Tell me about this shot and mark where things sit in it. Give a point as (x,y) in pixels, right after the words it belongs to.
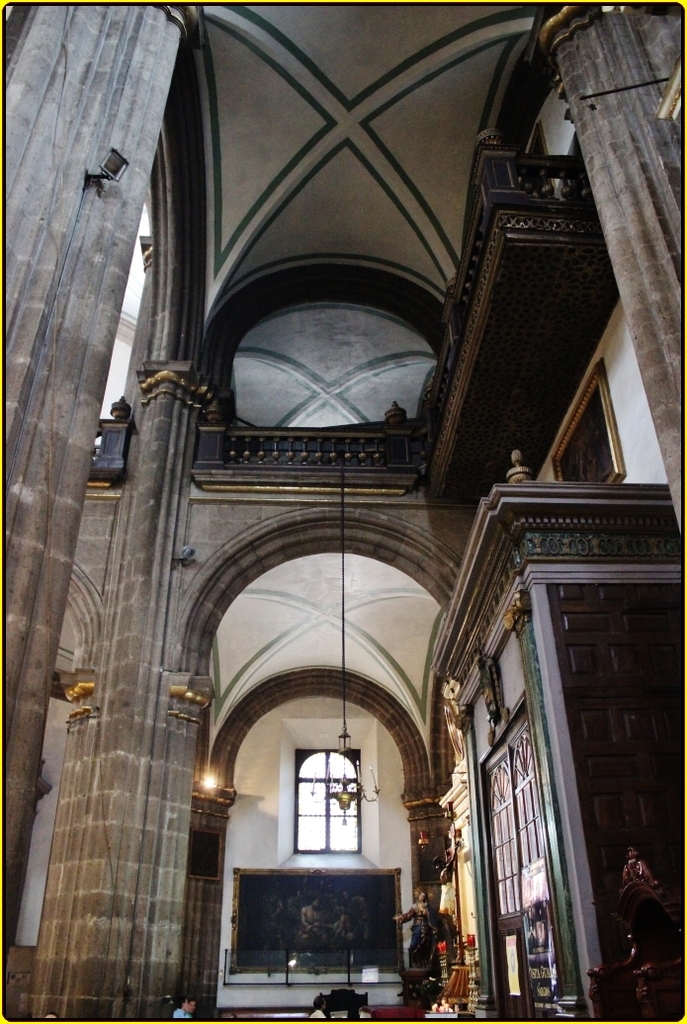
The image is inside a building (176,437). Here in the background (346,795) there is a chandelier (346,795) hangs on the roof (363,421). There is a window (311,819). In the right (543,775) there is a cupboard (512,810). There are pillars (144,761) in the building (114,306).
